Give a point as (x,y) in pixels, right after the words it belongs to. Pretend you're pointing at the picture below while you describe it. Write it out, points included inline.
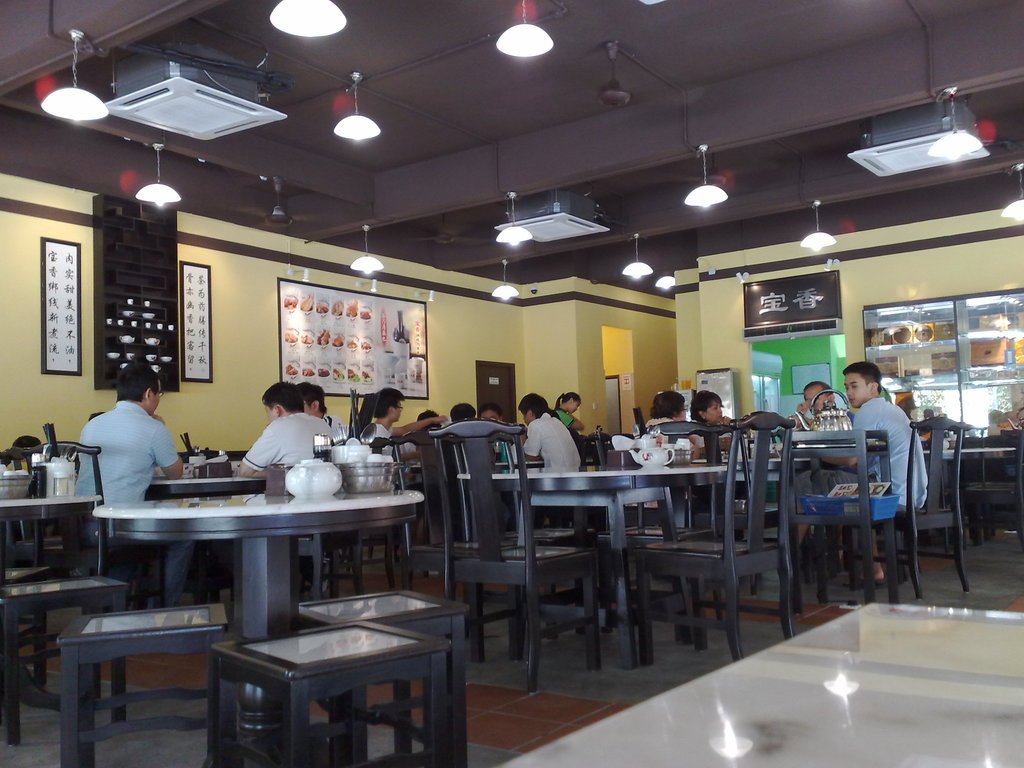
This picture describes about group of people (249,459) they are all seated on the chair (405,549), in front of them we can see bowls (356,476) on the table (202,502), and also we can see wall paintings (208,328) on the wall (232,445). On top of them we can see couple of lights (279,14) and air conditioners (938,164).
